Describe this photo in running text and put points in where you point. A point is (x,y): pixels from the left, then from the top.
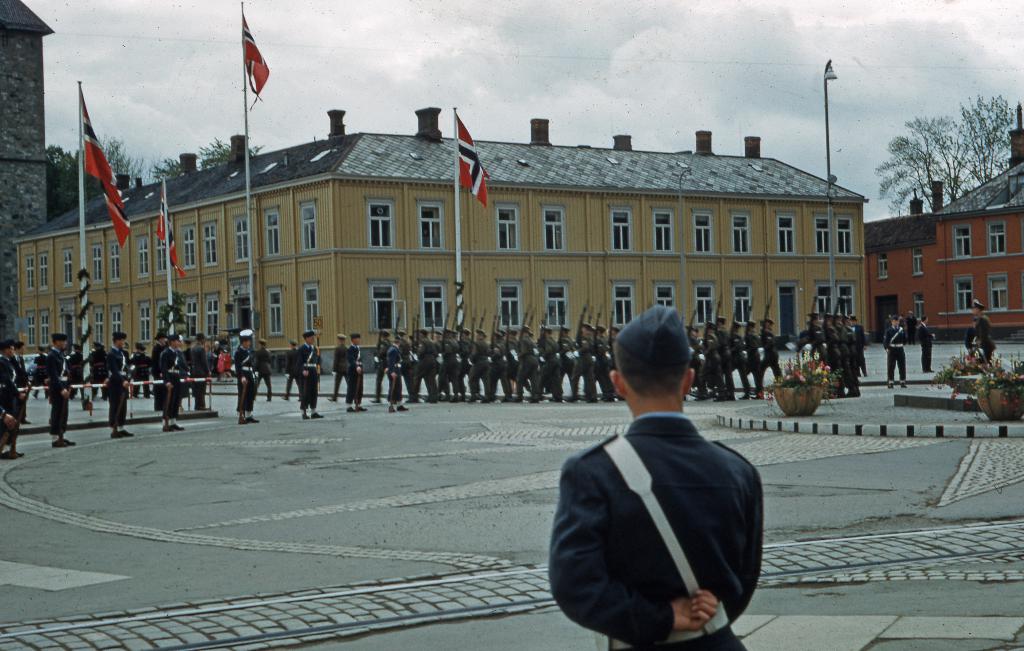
In this image we can see a group of people (660,370) on the ground (236,402). In that some are holding the guns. We can also see some plants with flowers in the pots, the metal poles (211,387), the flags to the poles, some buildings (666,282) with windows (628,305) and a roof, a street pole (828,195), some trees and the sky (635,96) which looks cloudy.
